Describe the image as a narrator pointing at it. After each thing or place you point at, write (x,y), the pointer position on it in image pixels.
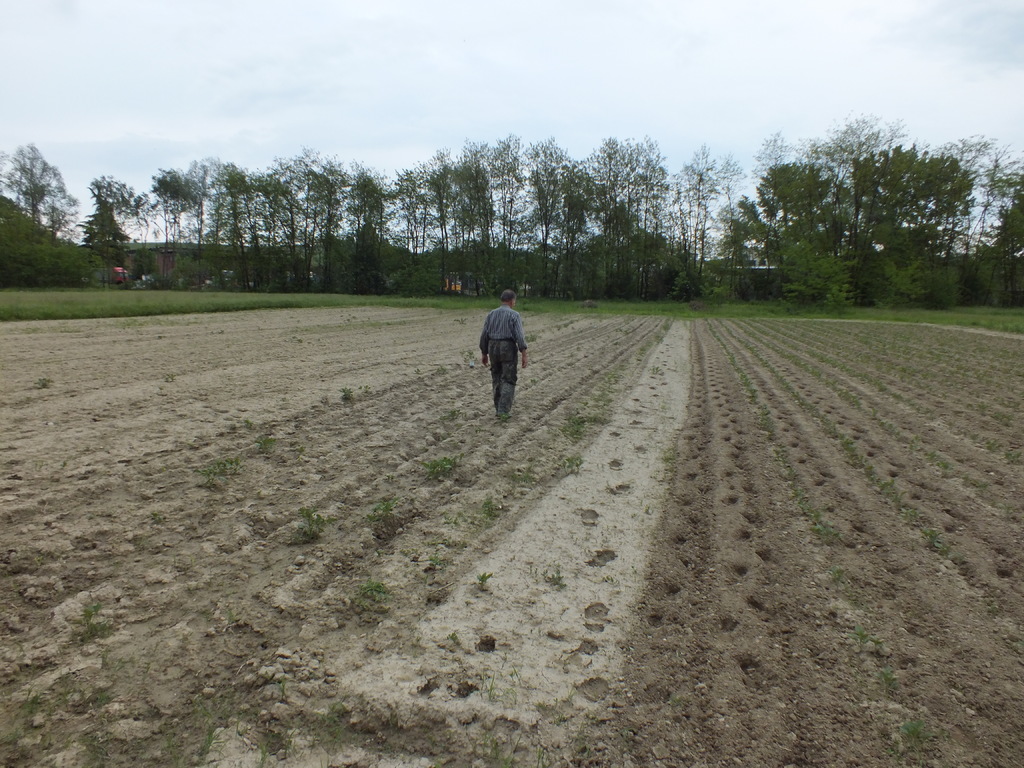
In this picture there is a person (498,367) walking on the ground (487,462) and we can see green grass (1003,309). In the background of the image (97,218) we can see trees (63,209) and sky (77,212).
